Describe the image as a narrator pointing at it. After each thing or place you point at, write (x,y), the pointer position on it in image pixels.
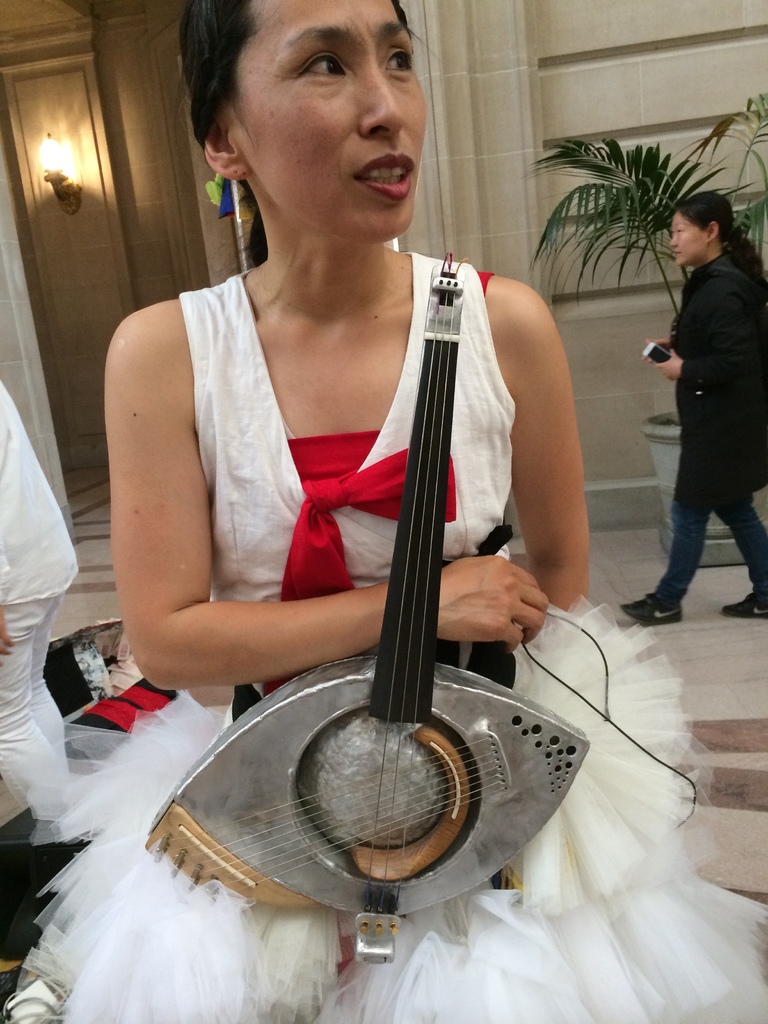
This picture is of inside. In the center (298,388) there is a woman (310,433) wearing white color dress (267,434) and a musical instrument (435,563) and standing. On the right (708,438) there is a woman (701,365) holding a mobile phone (656,354) and walking. On the left corner (36,455) we can see a person (9,655) standing. In the background (658,169) there is a house plant (619,173), a wall lamp (57,177) and a wall (680,44).
